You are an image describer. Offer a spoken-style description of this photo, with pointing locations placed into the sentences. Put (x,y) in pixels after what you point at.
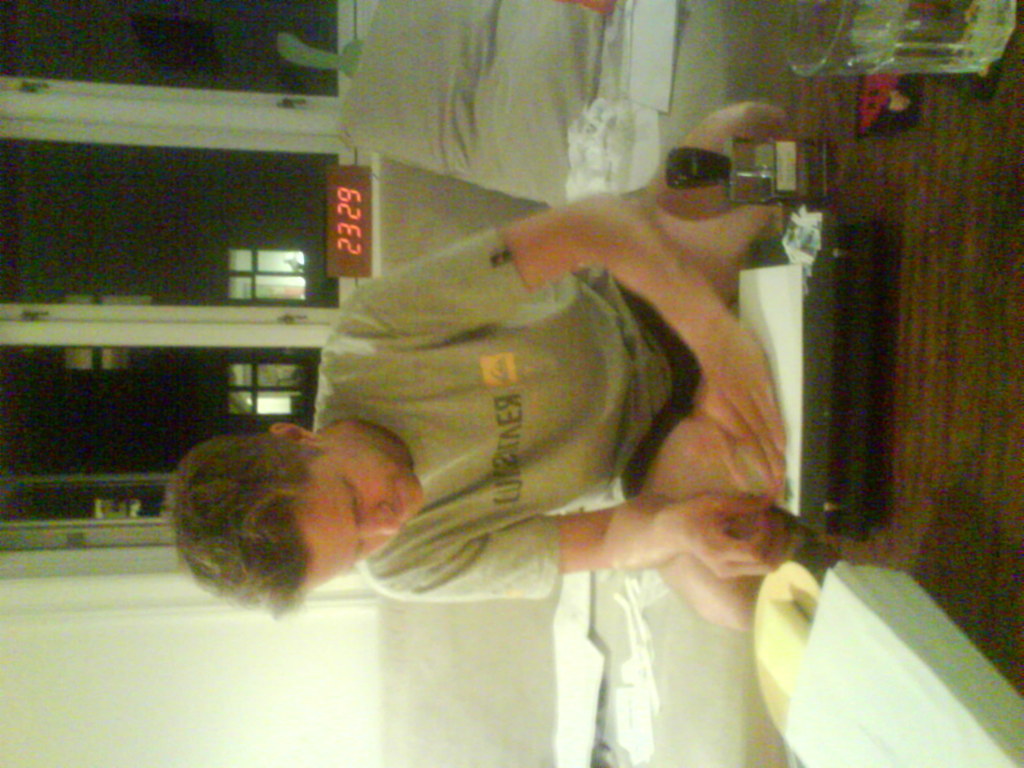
In this image I can see a man (479,508) is sitting, I can see he is wearing grey t shirt (491,457), black shorts (680,364) and on his t shirt (499,446) I can see something is written. Here I can see a glass (961,27), a bottle (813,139) and a white colour thing (793,362). In the background (337,214) I can see digital clock (337,214) and a cushion (537,130).
